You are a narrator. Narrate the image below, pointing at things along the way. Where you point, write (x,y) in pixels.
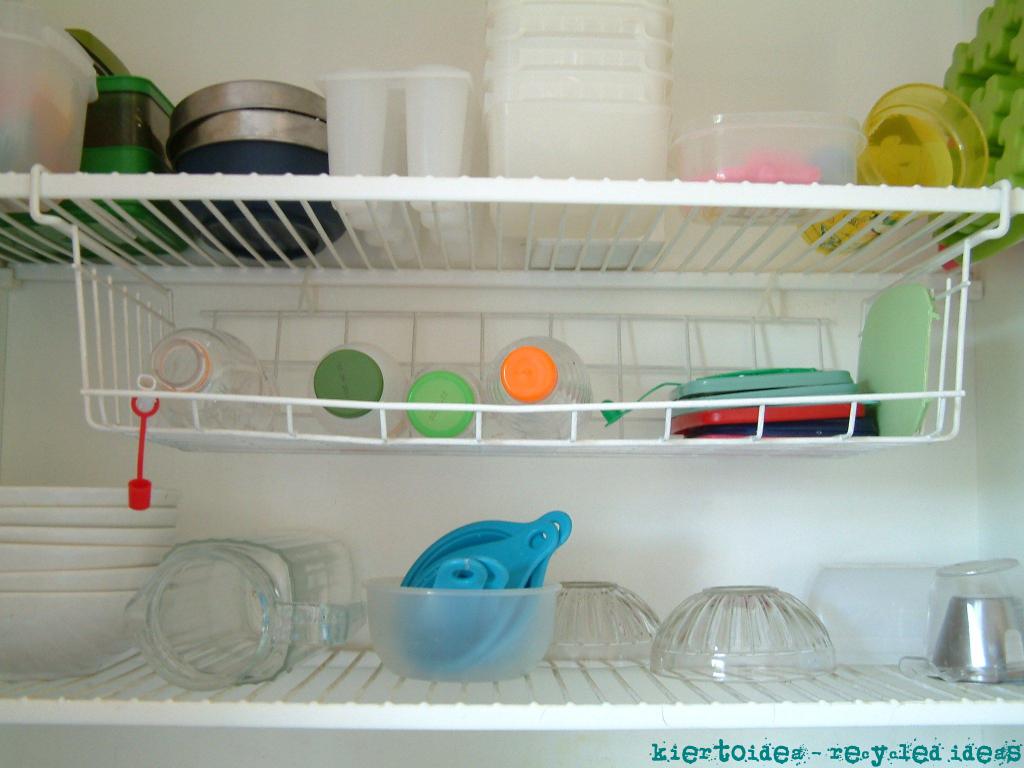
In the center of the image (564,279) there are white trays (98,663). On which there are bottles (492,369), cups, jars (268,608) and other utensils (442,100).
